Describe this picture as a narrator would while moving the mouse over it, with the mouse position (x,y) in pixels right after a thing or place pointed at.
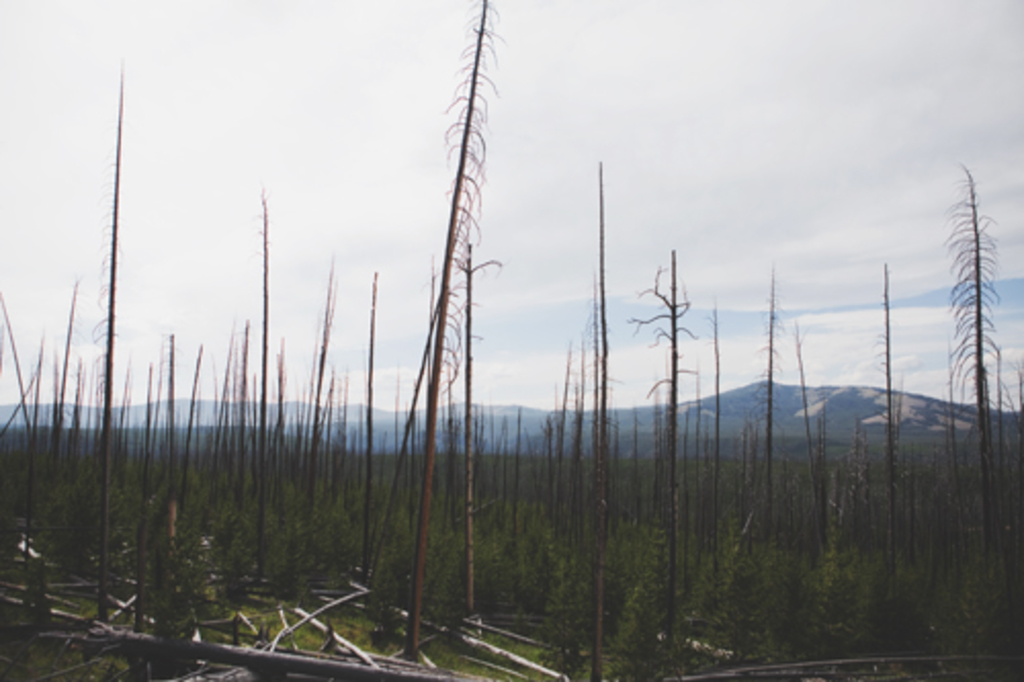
In this image I can see few trees (757,645) and plants (715,611) in green, background (743,396) I can see the mountains (281,409) and the sky (675,228) is in white color.
